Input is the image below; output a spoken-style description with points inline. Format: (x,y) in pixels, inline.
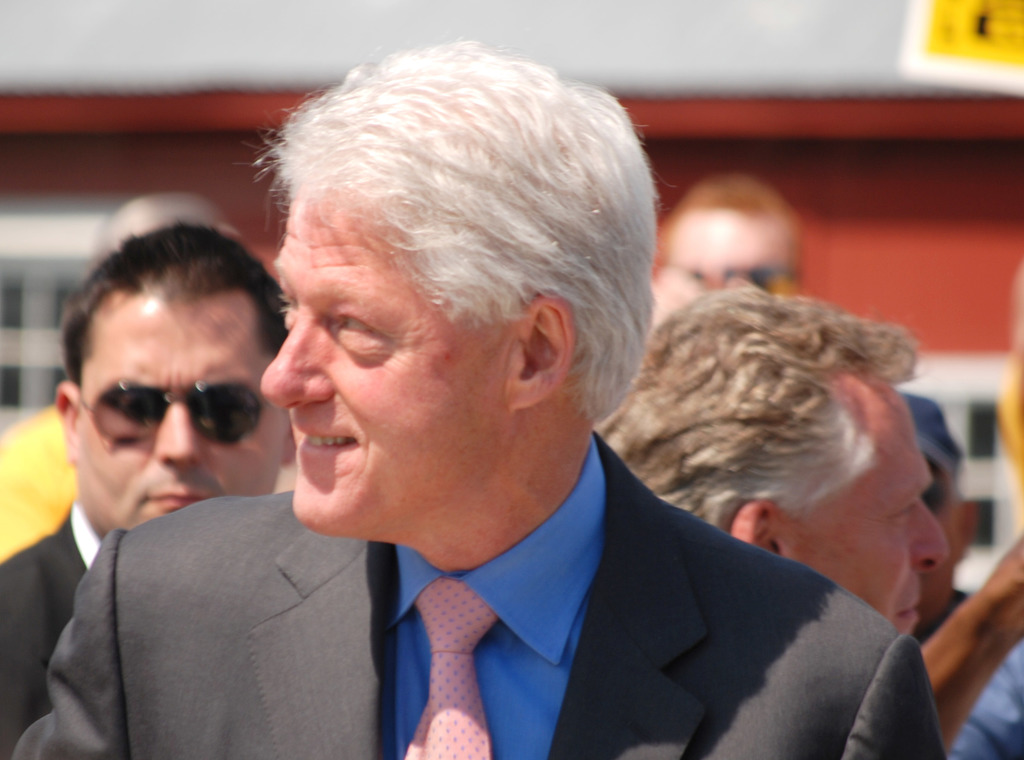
This image consists of so many persons (451,475). In the front (444,585) there is a man (363,635). He is wearing a tie (462,741), blazer (82,722) and a blue shirt (415,677). He is smiling.
